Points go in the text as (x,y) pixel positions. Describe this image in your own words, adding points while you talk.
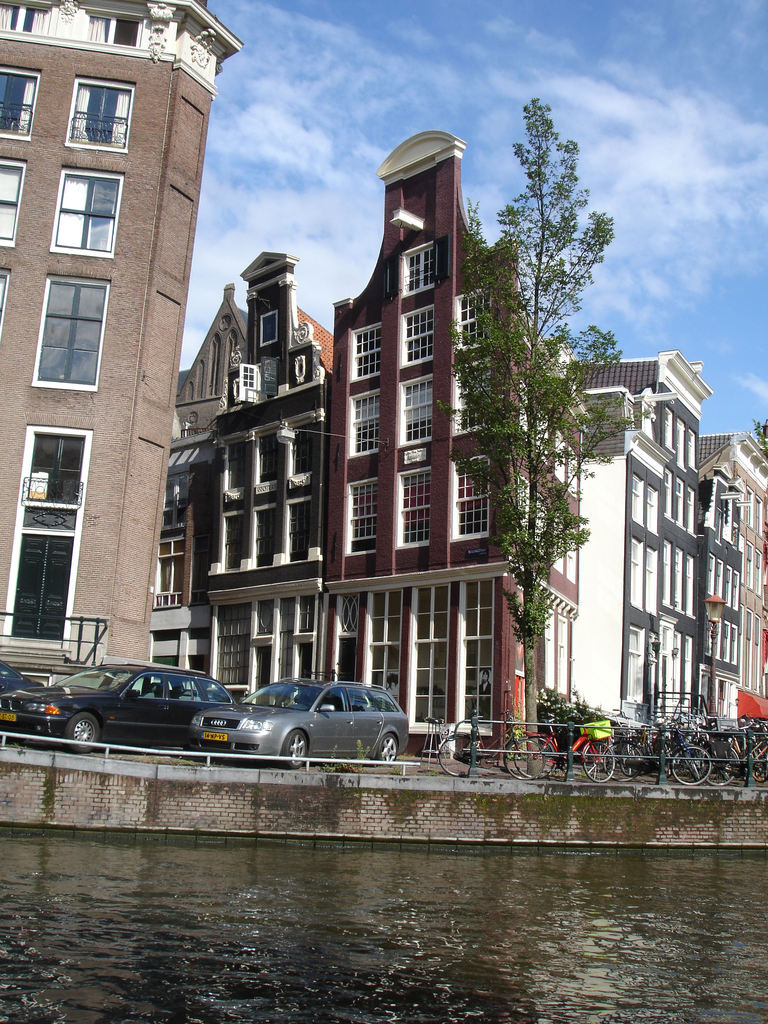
In this image I can see the water (706,924), background (347,729) I can see few vehicles (519,774). In front (336,725) the vehicle (378,740) is in gray color and buildings (390,631) are in brown, cream and gray color, plants (517,416) in green color and the sky (450,79) is in white and blue color.
